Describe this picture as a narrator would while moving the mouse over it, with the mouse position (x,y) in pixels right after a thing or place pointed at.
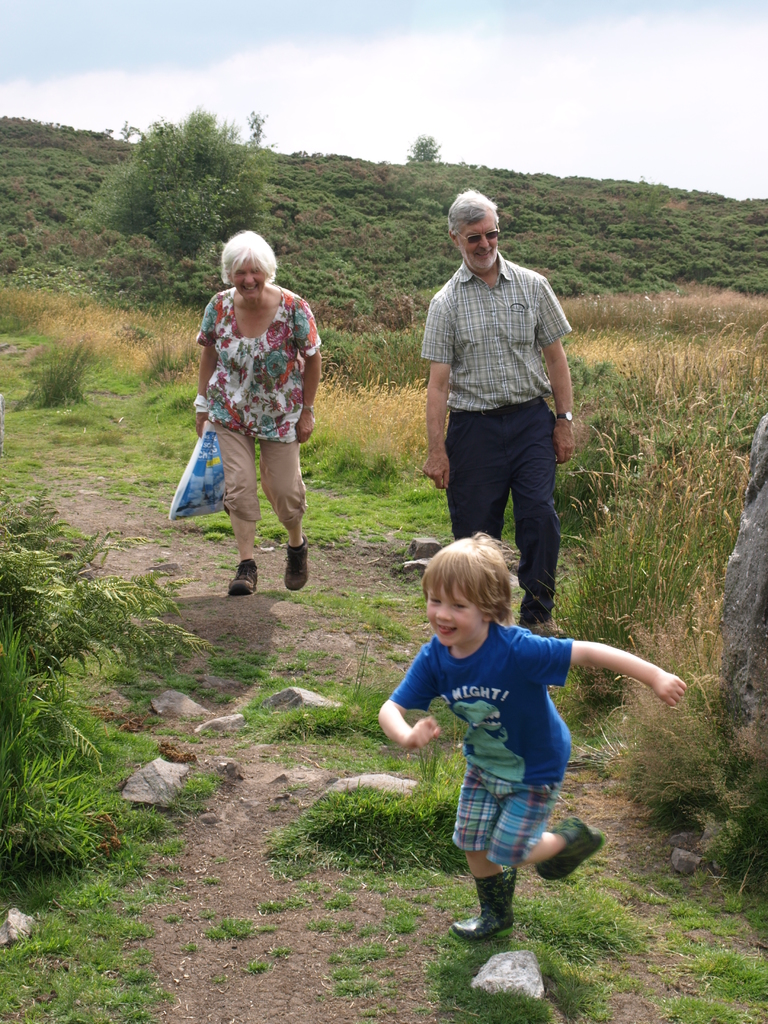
In this image we can see a man (475,500) and a woman (240,521) standing on the ground (347,594). In that a woman (248,492) is holding a cover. In the foreground (453,557) we can see a child (425,730) running. We can also see some grass (399,856), plants (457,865) and some stones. On the backside (603,289) we can see a group of trees (127,229) on the hill (371,291) and the sky (430,57) which looks cloudy.
